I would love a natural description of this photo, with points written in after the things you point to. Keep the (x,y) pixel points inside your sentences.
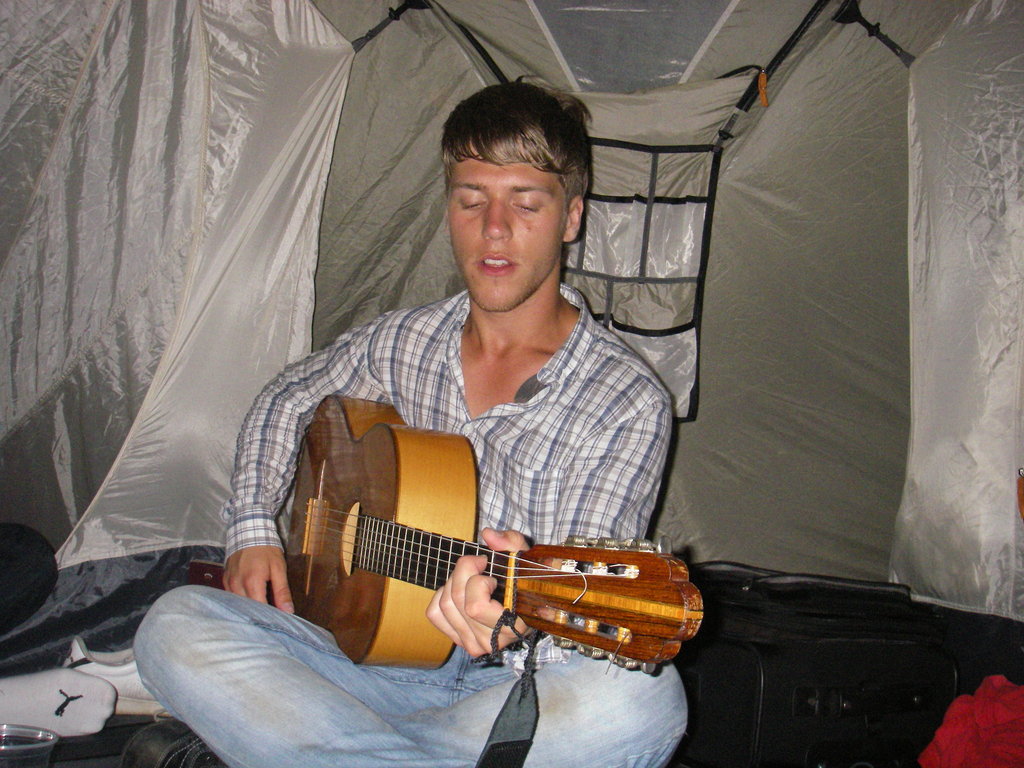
In this image there is a man (668,714) who is sitting inside the tent (203,485) by holding a guitar (668,612) in his hand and at the back ground (13,565) there is another person (85,698), glass (19,759), bag (866,711), a red color cloth (971,746) inside the tent (718,375).
